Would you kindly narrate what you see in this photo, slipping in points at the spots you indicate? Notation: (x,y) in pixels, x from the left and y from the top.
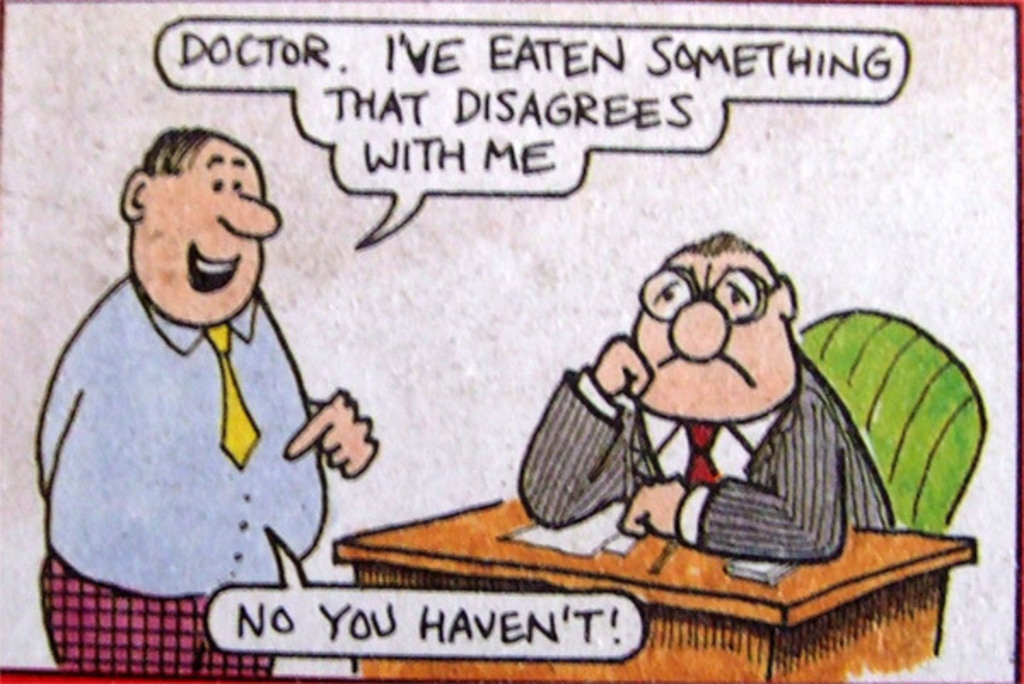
This image is taken from an article in which we can see that there is a person (737,443) sitting in the chair (886,422) in front of the table (687,594). On the left side (117,393) there is another person (117,393) who is standing on the floor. At the top (424,54) there is some text (424,54). On the table (648,542) there are papers (614,523).
